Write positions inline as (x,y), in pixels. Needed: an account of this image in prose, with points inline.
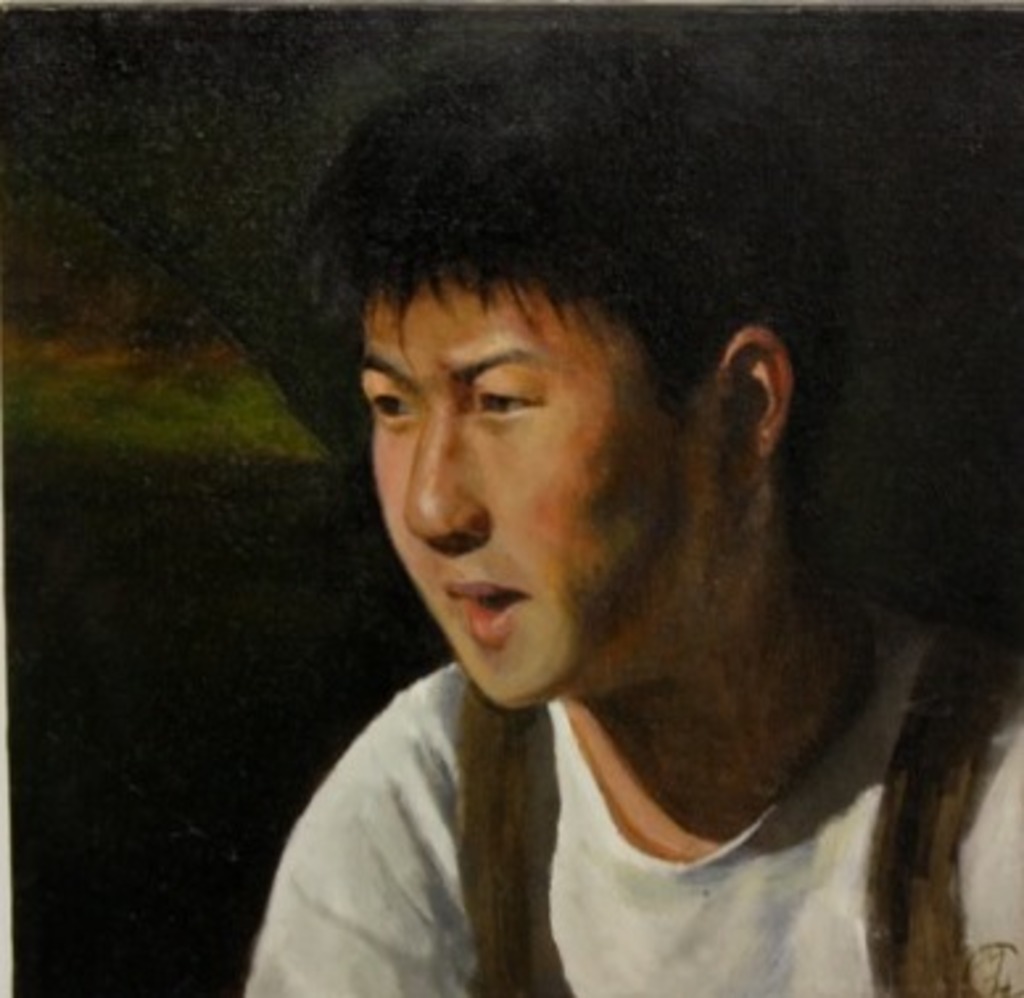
In this picture we can see painting (367,712) of a man (534,569) and in the background (885,57) it is dark.
